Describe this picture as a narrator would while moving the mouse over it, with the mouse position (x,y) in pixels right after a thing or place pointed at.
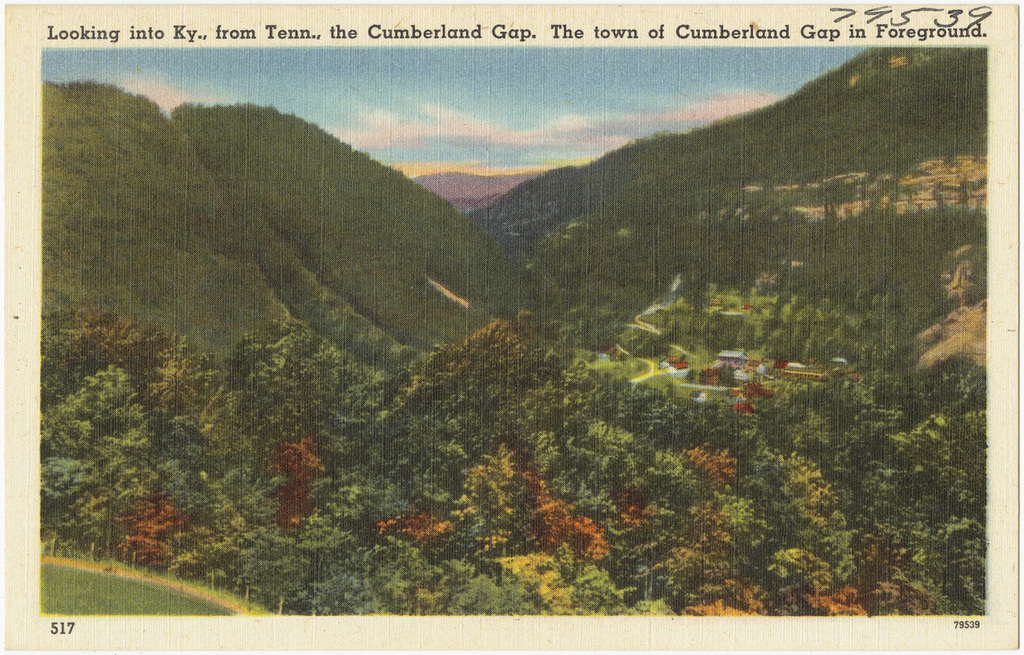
In the image I can see the poster (445,135). In the image I can see groups of trees (234,482). There are clouds (436,104) in the sky (309,111).
